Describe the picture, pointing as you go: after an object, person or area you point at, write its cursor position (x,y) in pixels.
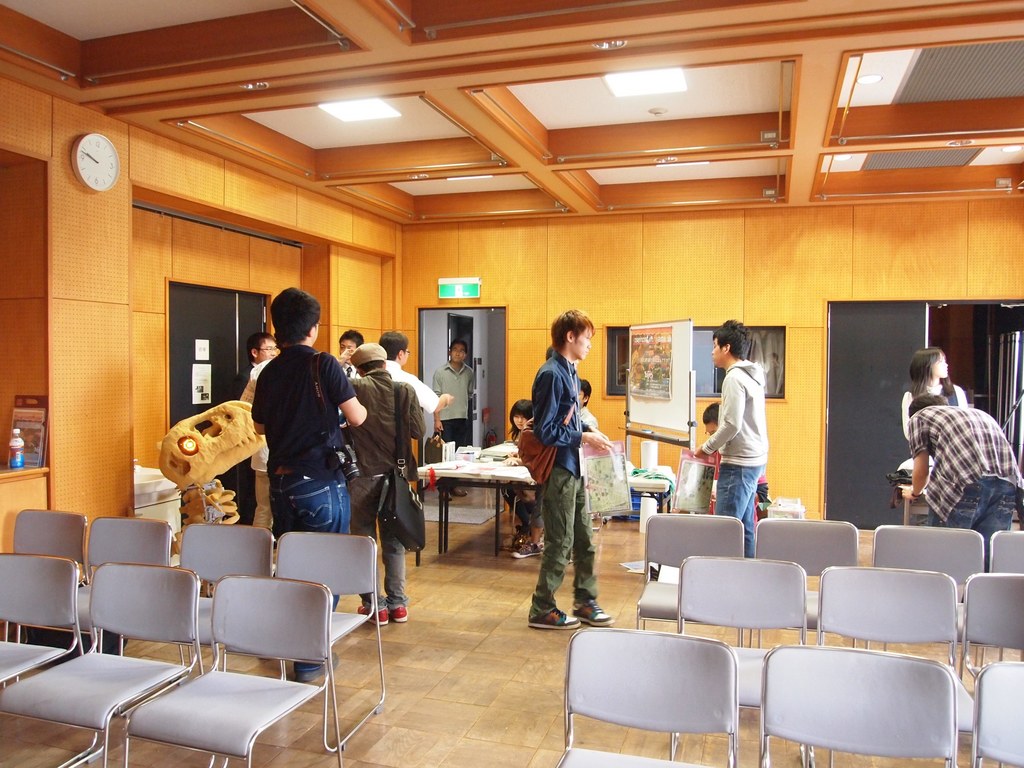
In the image in the center (383,405), we can see a few people (574,502) are standing and they are holding some objects (589,489). In the bottom of the image (44,609), we can see few chairs (27,598). In the background (425,255) there is a wall (118,497), roof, plank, bottle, table (465,472), board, sign board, doors (838,361), lights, banners (665,370) and a few other objects (407,493).
